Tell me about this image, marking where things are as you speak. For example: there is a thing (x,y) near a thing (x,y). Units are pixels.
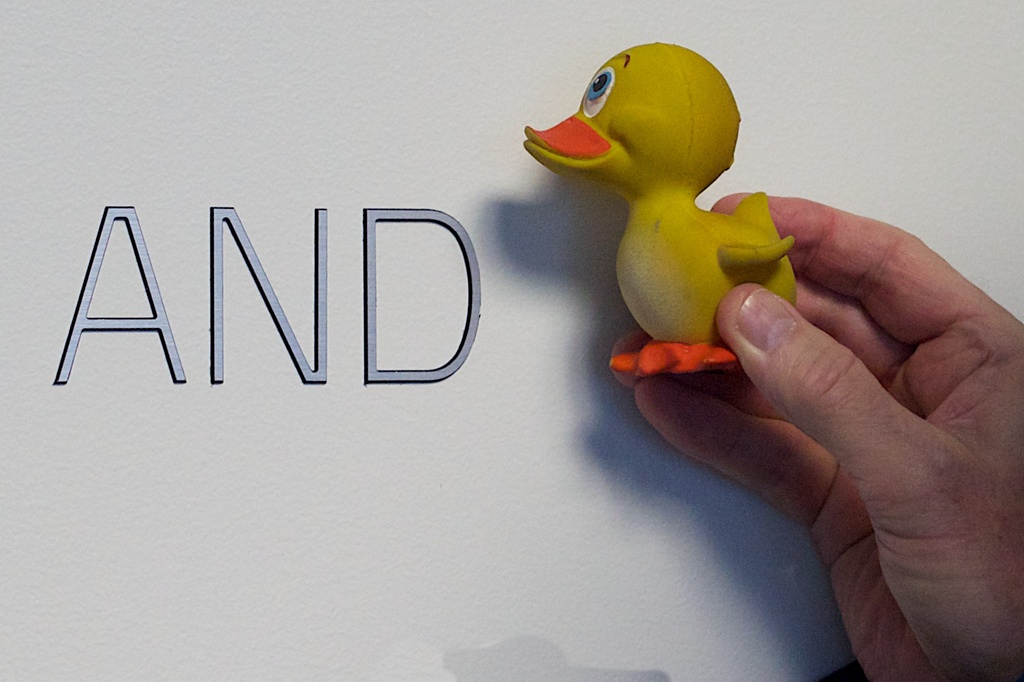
Here in this picture we can see a person's hand (865,404) holding a duck toy (647,216) and beside it we can see some text (404,307) present over there.
